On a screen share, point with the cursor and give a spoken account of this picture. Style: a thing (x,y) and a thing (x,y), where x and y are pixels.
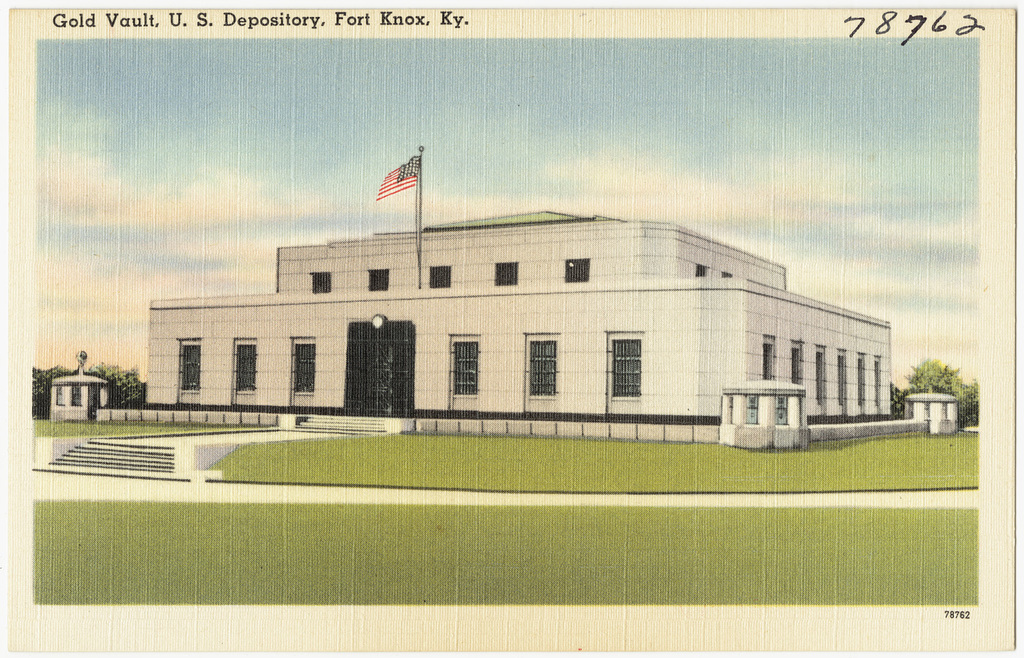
In this image we can see poster (426,341) of a building (379,363) which has some doors (404,326), windows (461,358) and in the background of the image (123,350) there are some trees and cloudy sky (133,166).
